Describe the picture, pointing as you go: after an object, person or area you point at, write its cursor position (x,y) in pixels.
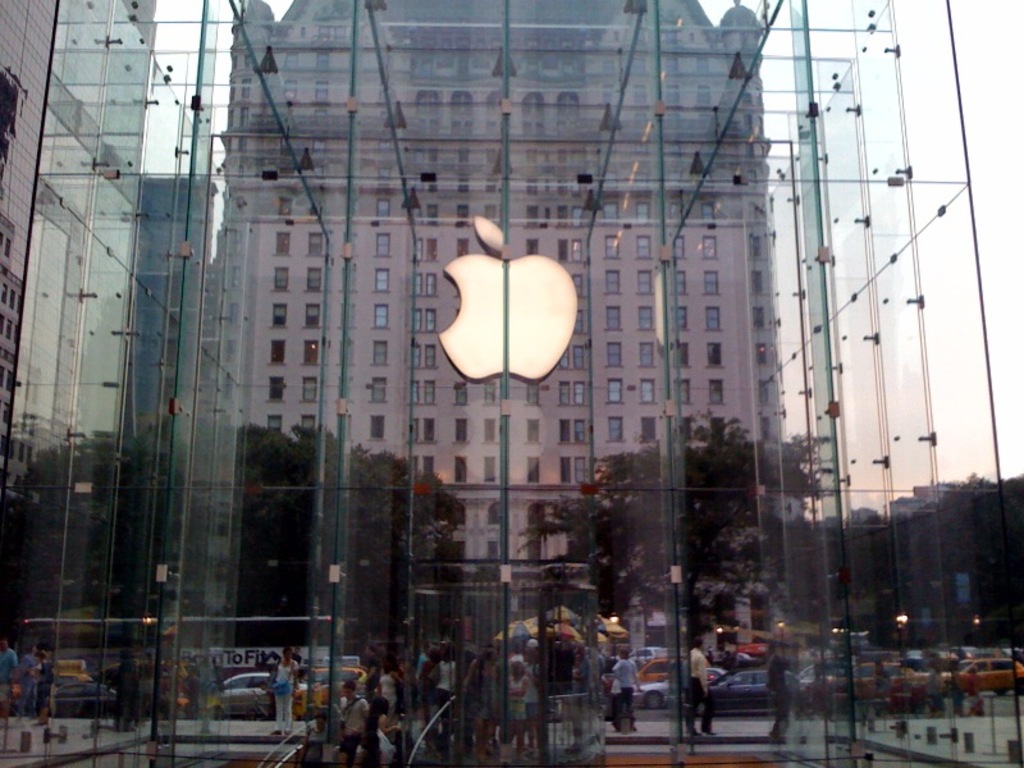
In this image in the center (433,386) there is a glass building (659,325), and in the background (231,144) there are buildings (694,138), trees (980,589), and some persons (473,703), vehicles (760,699), tents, lights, poles (847,624) and some other objects (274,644).
